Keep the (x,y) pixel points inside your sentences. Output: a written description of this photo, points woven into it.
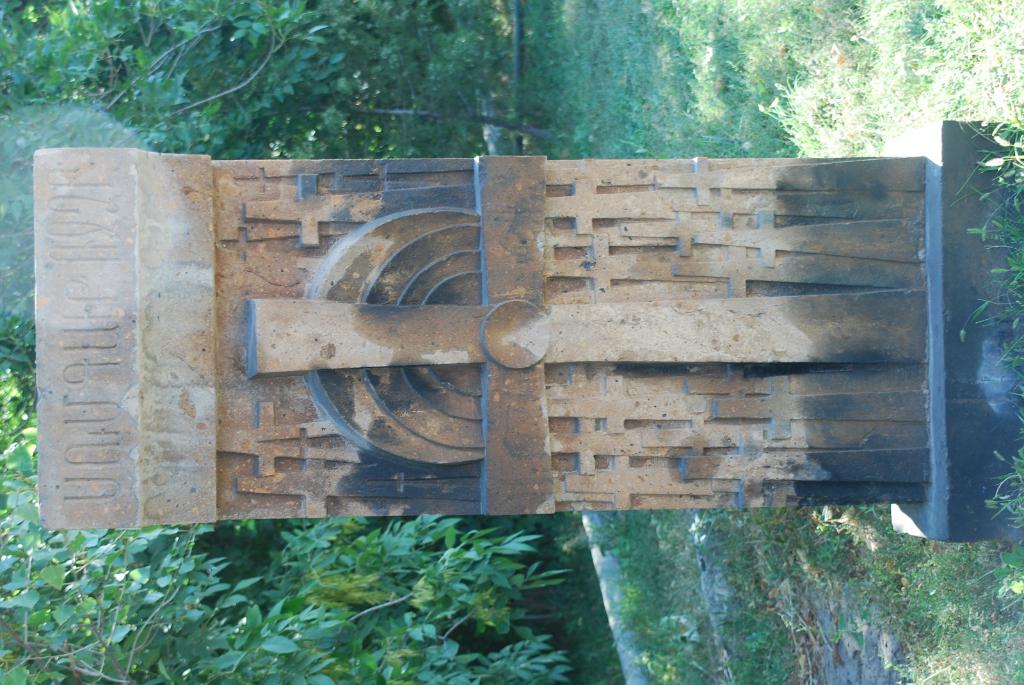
In the middle of this image (628,346), there are sculptures (616,335) of the cross (371,312) and other designs (573,212) on the wall (565,293) of a grave (947,186). In the background (803,118), there are trees (152,38) and there's grass (568,69) on the ground (618,93).
